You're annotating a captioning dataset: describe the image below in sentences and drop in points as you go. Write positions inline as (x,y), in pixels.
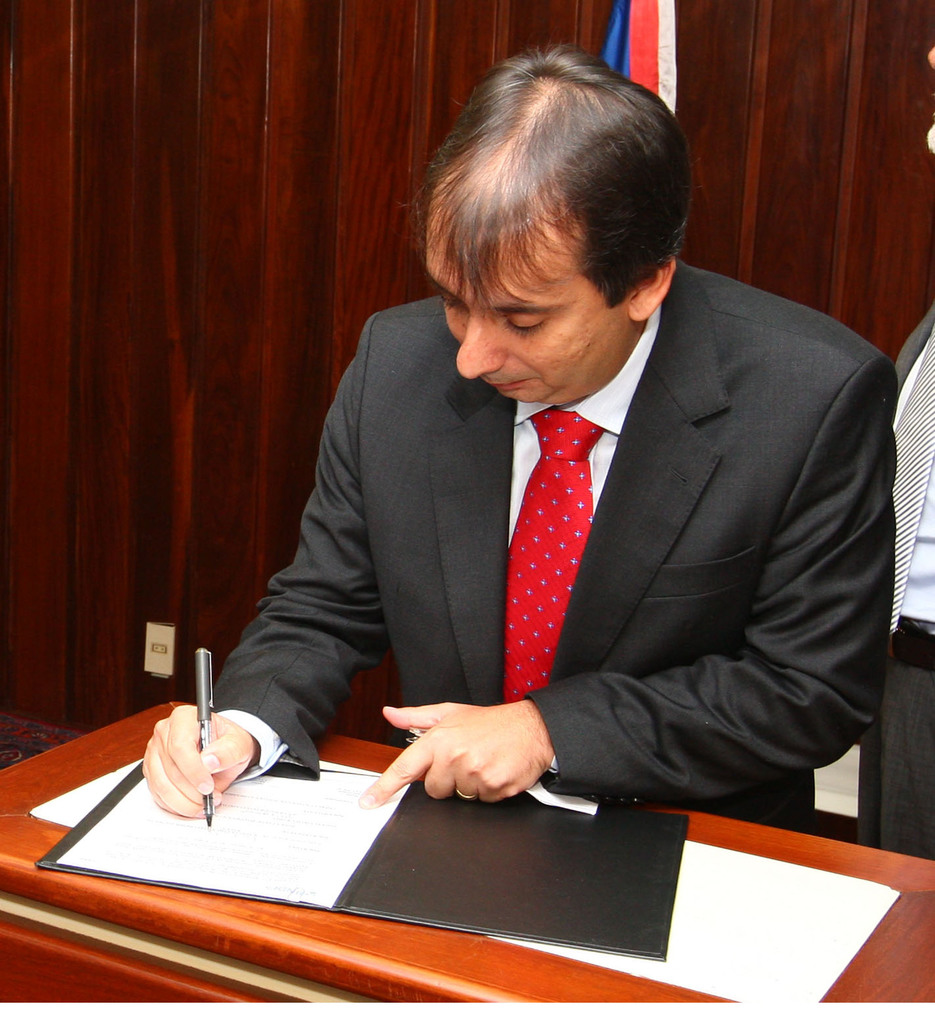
As we can see in the image there is a brown color wooden wall (316,126), a man (706,278) wearing black color jacket (724,714) and standing. In front of him there is a table (223,975). On table (263,921) there are papers (125,839) and file (215,850).
